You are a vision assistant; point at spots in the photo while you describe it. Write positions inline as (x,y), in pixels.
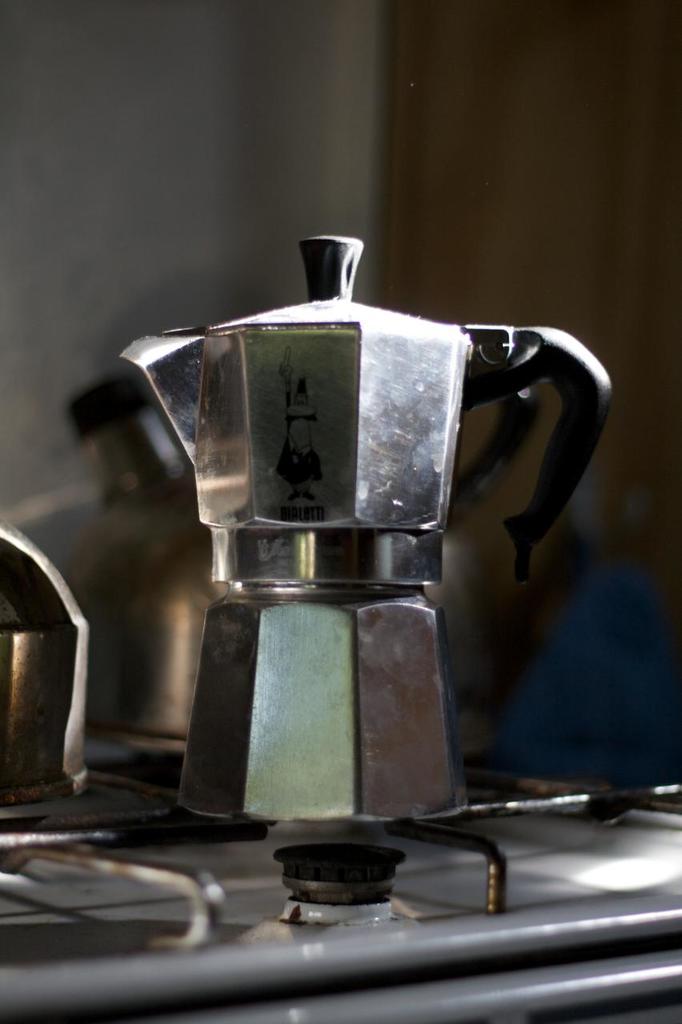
In this picture we can see a jar (304,551) on the stove (348,842), and it is in the middle of the image (334,502).
